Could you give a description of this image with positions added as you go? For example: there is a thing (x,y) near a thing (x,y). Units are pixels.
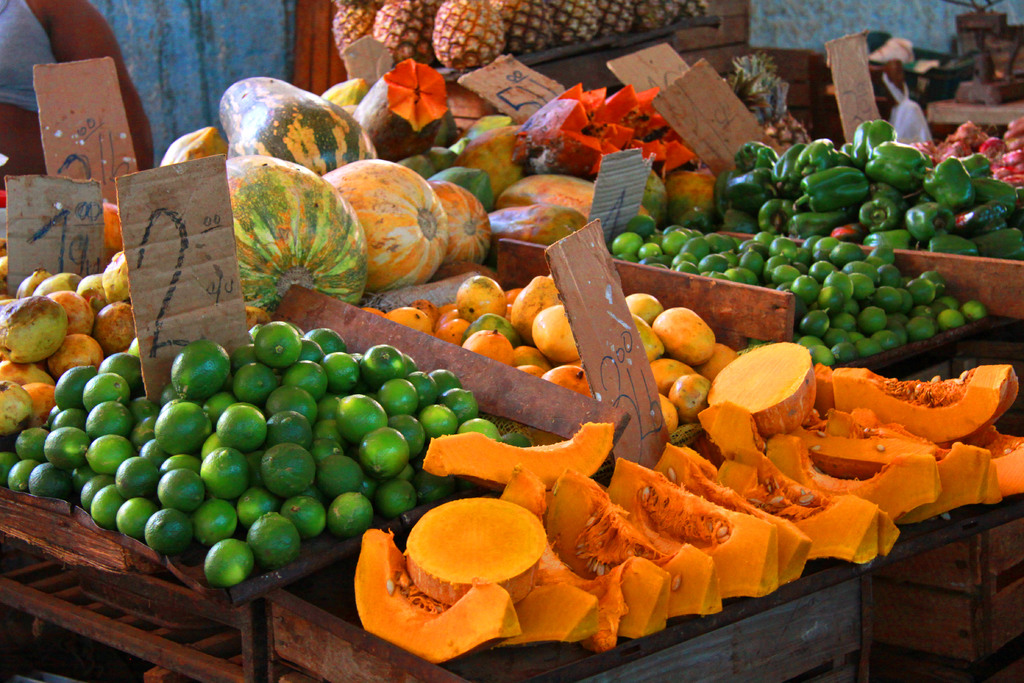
This image consists of fruits (360,521) and vegetables (776,540) kept on the desk (504,680). At the bottom (895,661), there are wooden boxes (912,661). In the background (404,42), there are pineapples (494,8).
